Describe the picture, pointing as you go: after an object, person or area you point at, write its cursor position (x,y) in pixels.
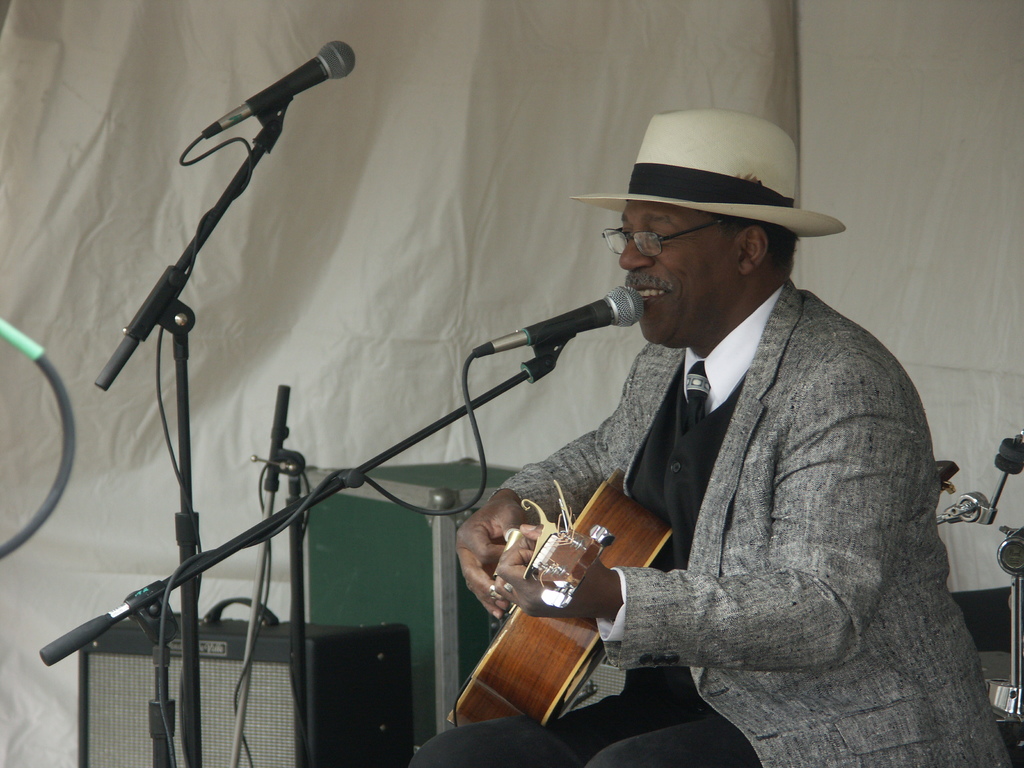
In this image a person (834,445) wearing grey suit (836,419) is playing guitar (530,633). He is wearing white hat (694,147) and glasses (640,246). In front of him there is a mic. There are few other mic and speakers (316,673) in the image. In the background (605,57) there is white curtain (69,314).
